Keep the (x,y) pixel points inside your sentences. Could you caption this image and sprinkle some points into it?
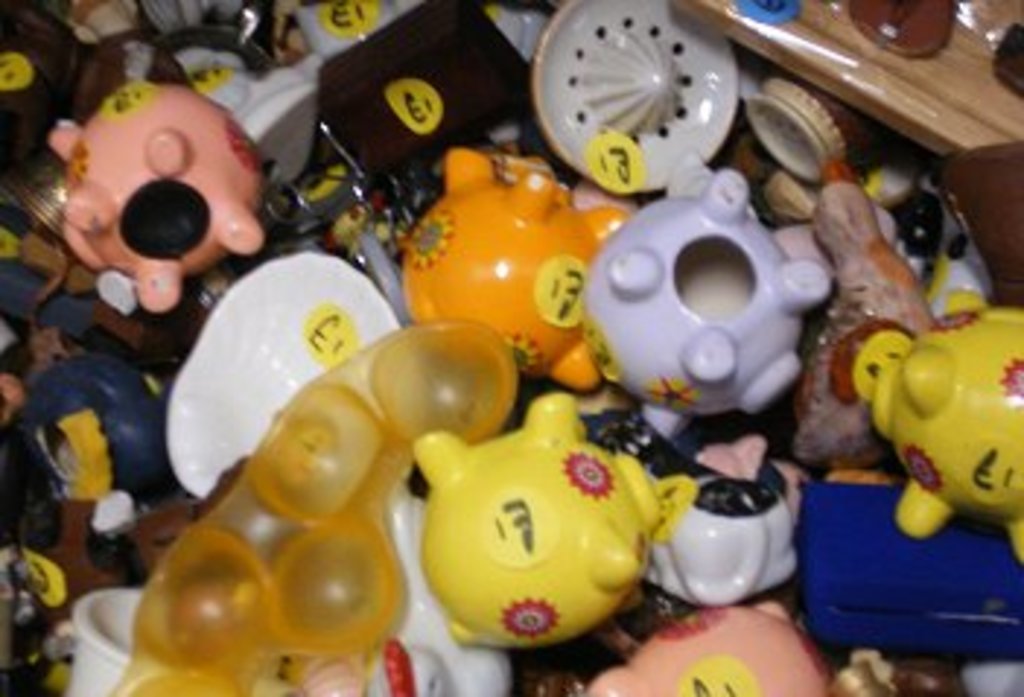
In this picture I can see the toys (560,440).
